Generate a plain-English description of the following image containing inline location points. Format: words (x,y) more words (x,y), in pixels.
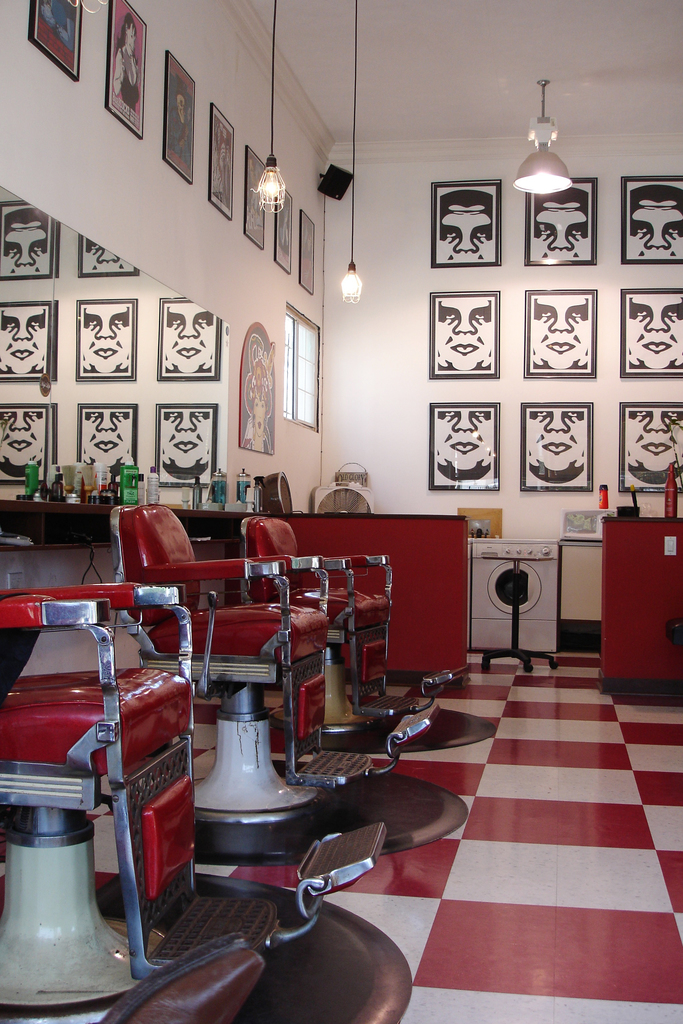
This image is taken in the salon (325,368). In this image we can see the chairs (296,632). We can also see the washing machine (555,583), table fan (351,503) and also some bottles (237,487) on the counter (97,527). We can also see the different frames (308,232) attached to the plain wall (322,350). Image also consists of a window (309,361) and also the lights (554,129) hanged from the ceiling (540,62). At the bottom (540,858) we can see the floor (603,947).
